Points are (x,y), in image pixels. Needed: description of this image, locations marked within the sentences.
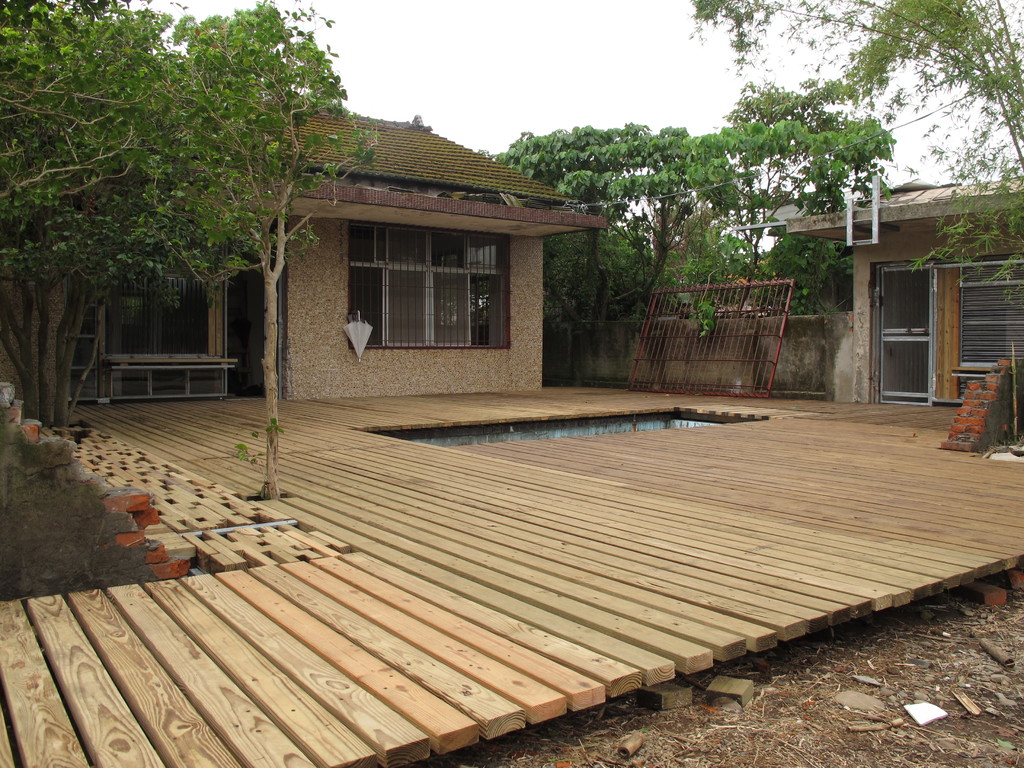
In this image I see the houses (564,232) and I see the wooden platform (434,424) and I see number of trees (583,181). In the background (636,89) I see the sky (595,46) and I see the ground (825,716) over here and I see the walls (87,513).
